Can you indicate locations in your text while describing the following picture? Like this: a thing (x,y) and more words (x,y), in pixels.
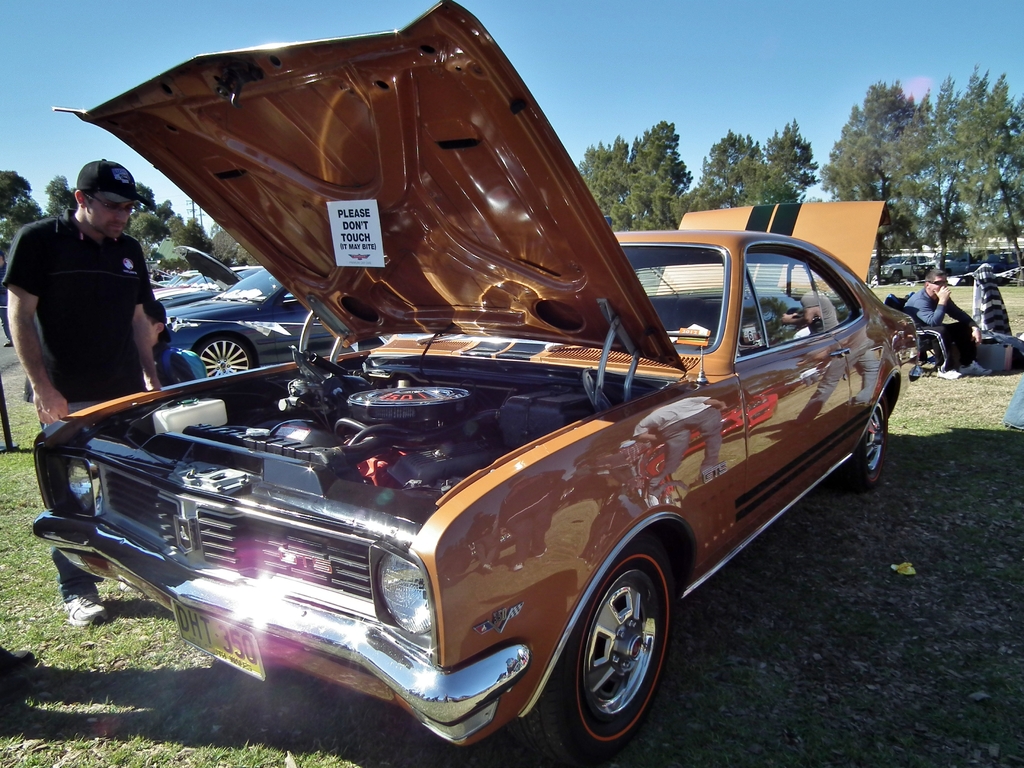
In this picture I can observe some cars (336,404) parked on the ground (212,703). I can observe some grass (169,696) on the ground (886,592). On the left side (110,283) I can observe a person (108,301). In the background (654,187) there are trees (719,165) and sky (678,51).
